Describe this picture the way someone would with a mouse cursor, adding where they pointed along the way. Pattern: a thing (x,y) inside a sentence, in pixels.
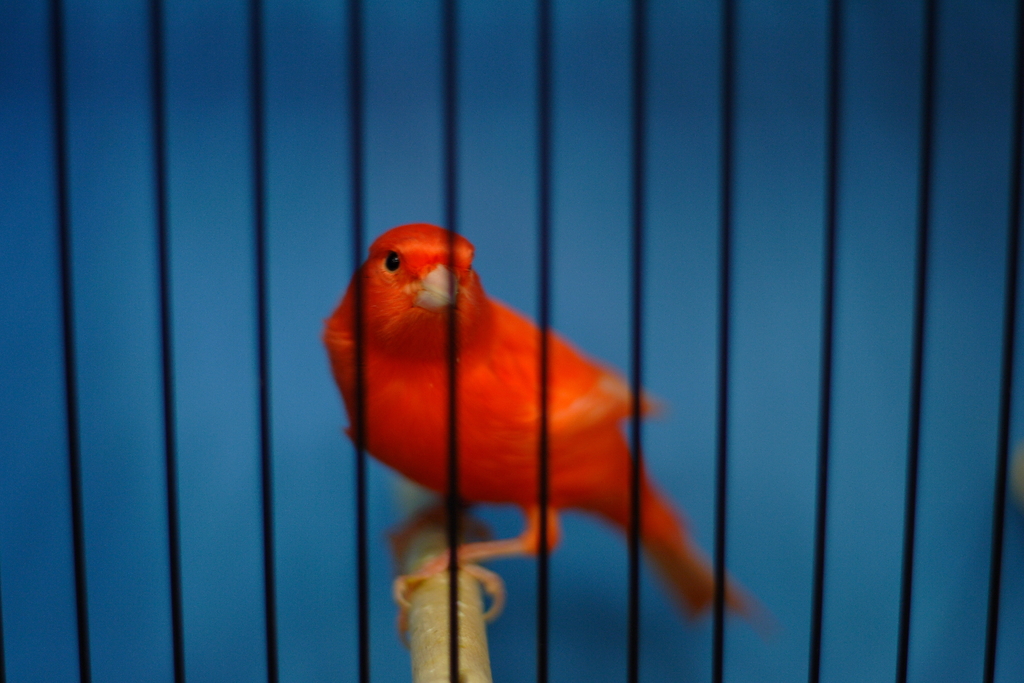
We can see grills (451,406), behind these grills (360,318) we can see a bird (493,458) on wooden surface (448,589). In the background (310,228) it is blue color.
